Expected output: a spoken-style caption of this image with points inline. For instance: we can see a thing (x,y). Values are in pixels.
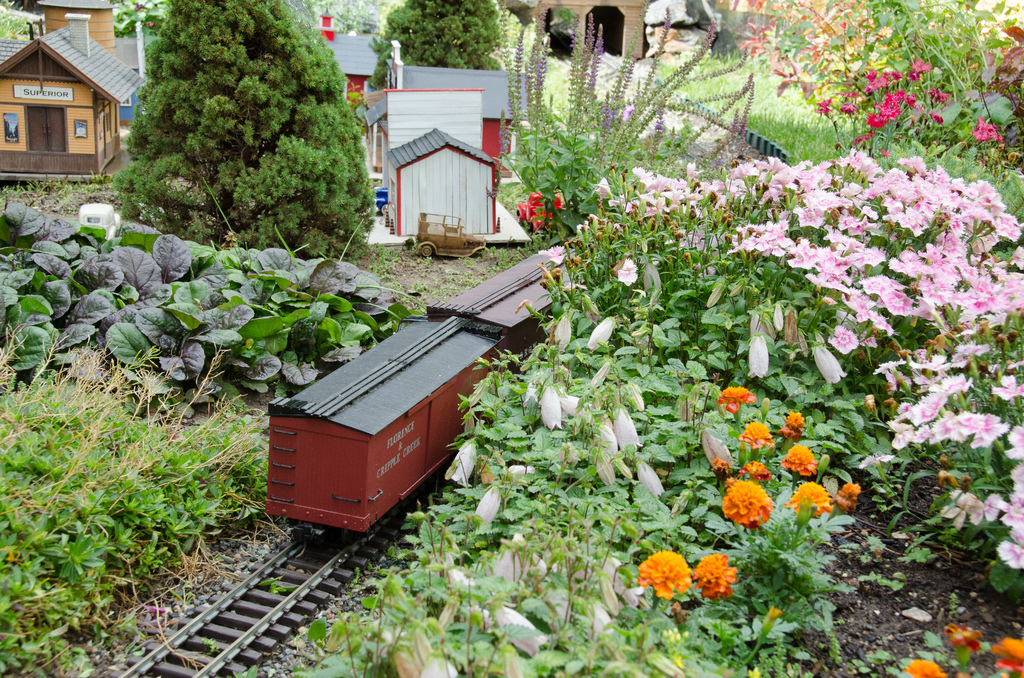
In this image we can see toy goods train (364,463) on a railway track (238,589). Near to that there are plants (816,366) with flowers (694,206). Also there are toy houses (408,91). Also there's grass (754,111) on the ground (754,111).
